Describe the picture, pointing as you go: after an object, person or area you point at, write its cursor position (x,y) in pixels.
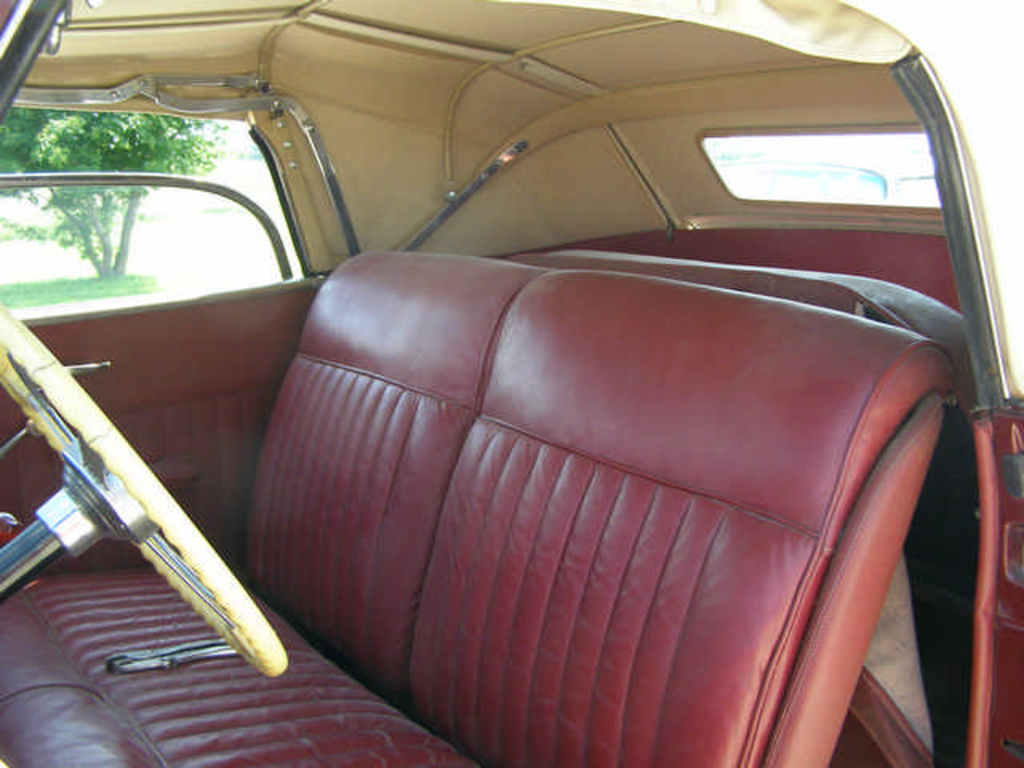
I think this picture was taken inside the car (345,322). These are the seats (653,296), which are maroon in color. This is the steering wheel (111,422). I can see a car door (190,325) with a window (188,266). This is the roof (765,95). I can see the tree (129,151) through the car window (122,192).
